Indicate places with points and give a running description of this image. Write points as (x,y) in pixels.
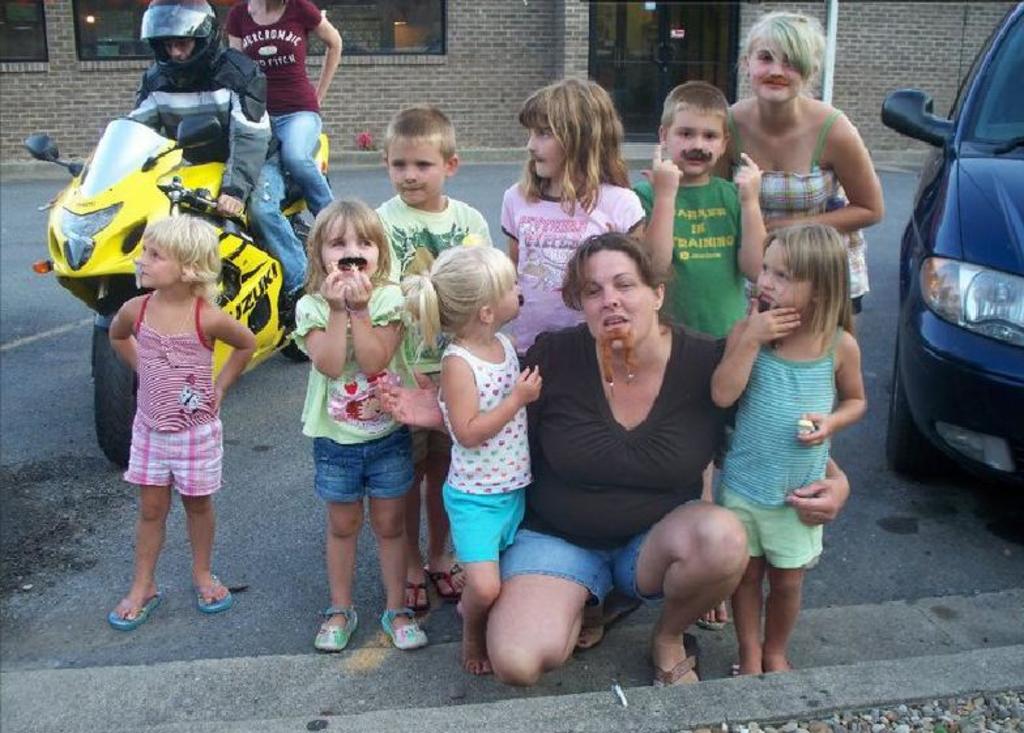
In this image there are kids (823,267) standing and a woman (671,372) is laying on her knees (654,587), on the right side (997,204) there is a car (997,244), in the background (215,228) there is a bike (204,195), on that bike (215,211) there are two persons (297,143) sitting and there is a house (981,20).
